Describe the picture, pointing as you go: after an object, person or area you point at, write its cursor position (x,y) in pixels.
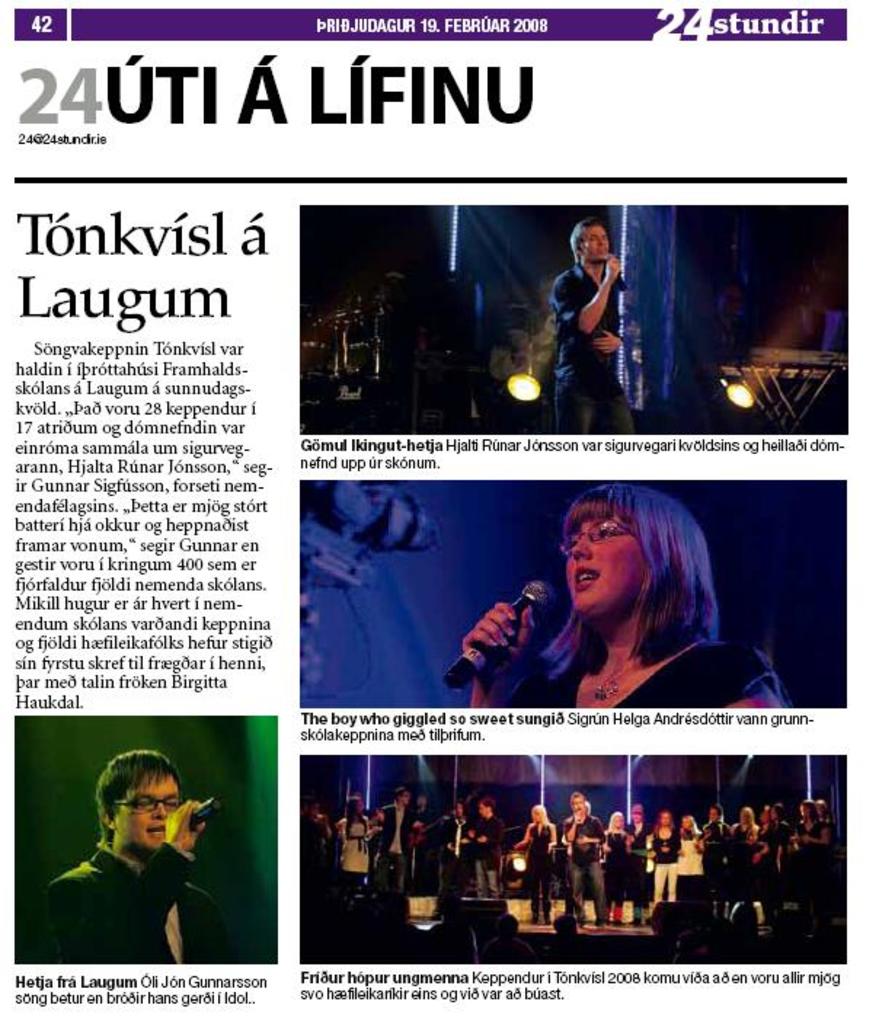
A picture of a poster (738,740). On this poster (417,944) we can see pictures (555,913) of people (612,259). These people (614,681) are holding mics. Here we can see focusing lights (734,383). Something written on this poster (196,472).
